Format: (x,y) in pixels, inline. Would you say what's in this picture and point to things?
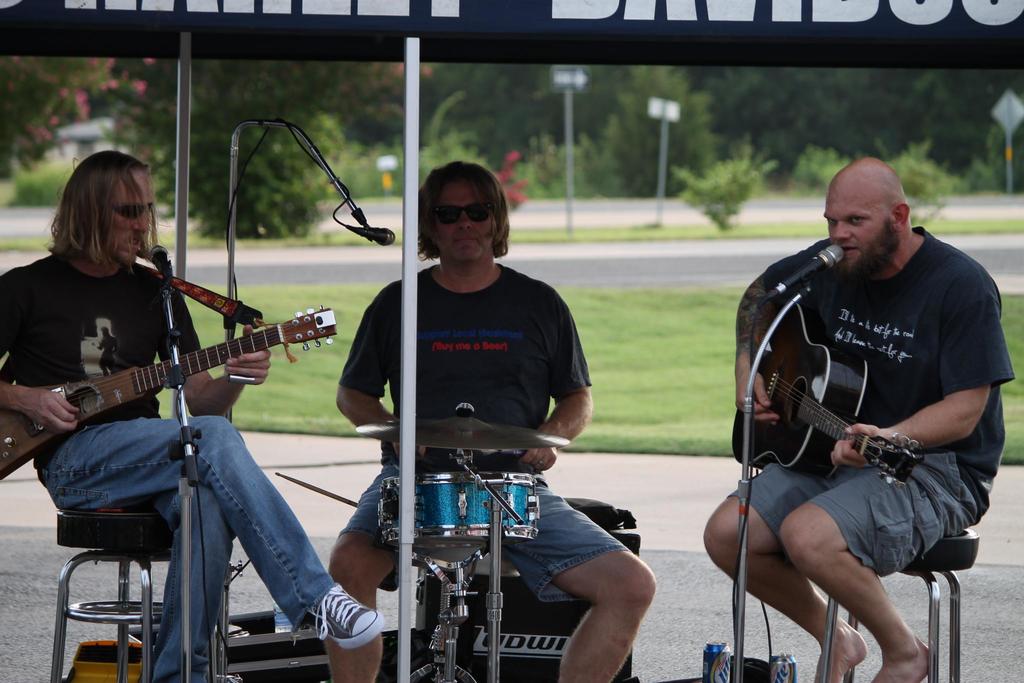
In this image I can see a three person (486,420) playing a musical instruments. There is a mic (820,267) and stand (756,370). At the back side (638,131) there is a trees (679,121) and a pole (663,173). The man (108,303) is wearing a black shirt (96,333) and a jeans (136,448). On the floor (804,667) there is a tins (723,665).
